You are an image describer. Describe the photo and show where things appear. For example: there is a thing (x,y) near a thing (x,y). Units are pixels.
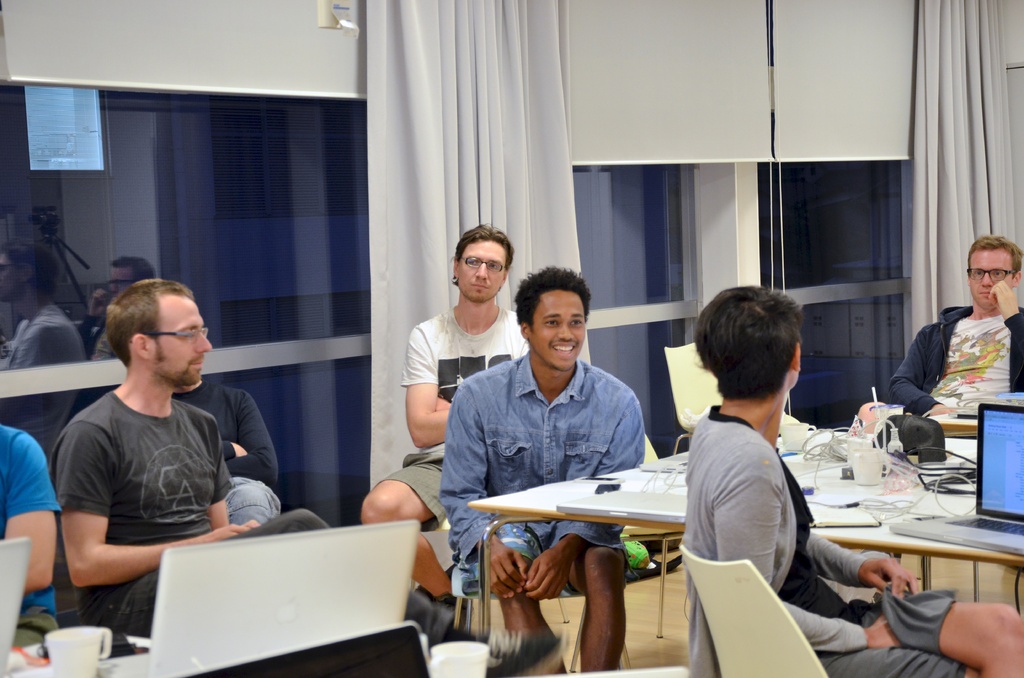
In this image I see number of people (473,303) sitting on chairs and there are tables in front of them on which there are laptops (637,494) and few other things (896,409). I can also see that this man (637,400) over here is smiling. In the background (598,330) I see the windows (15,139) and the curtains (954,16).
